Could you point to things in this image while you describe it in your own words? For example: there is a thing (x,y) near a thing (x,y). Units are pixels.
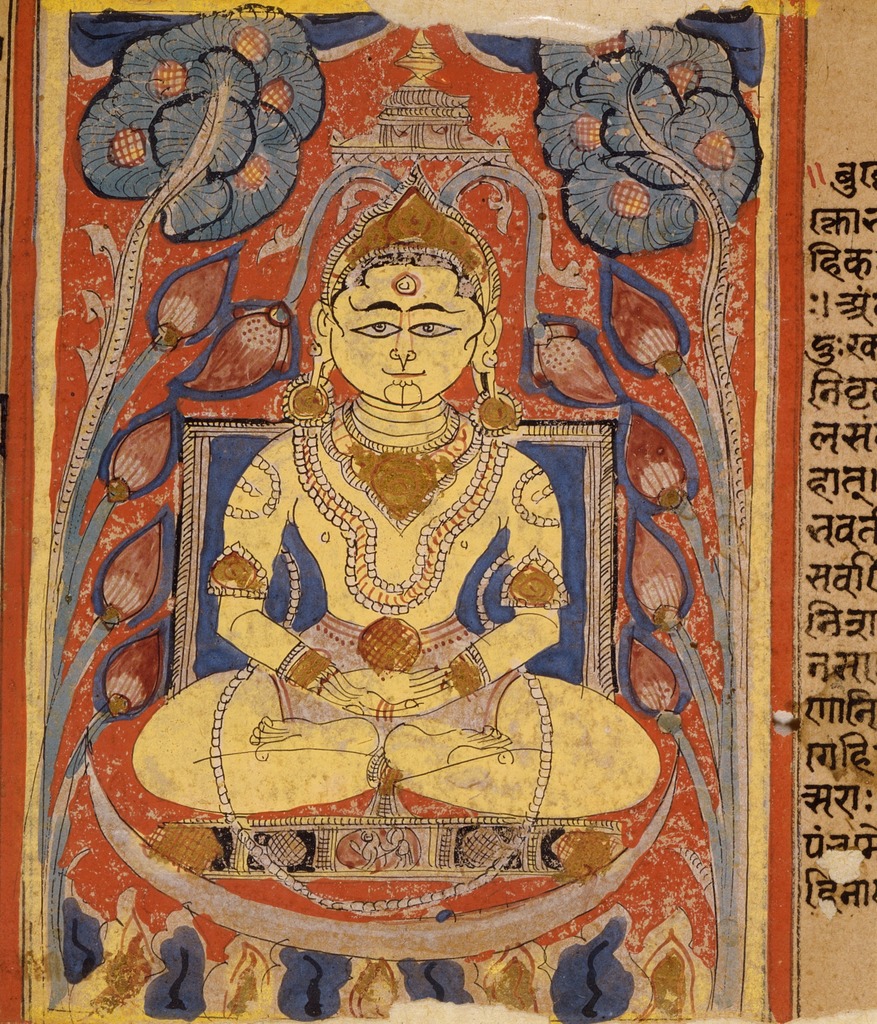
In the image we can see a painting (369,655) of a person (329,621) sitting and the person (332,647) is wearing a neck chain (369,597), earrings (505,422), bracelet (312,665) and a crown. This is a text (835,584) and some design (689,471).
